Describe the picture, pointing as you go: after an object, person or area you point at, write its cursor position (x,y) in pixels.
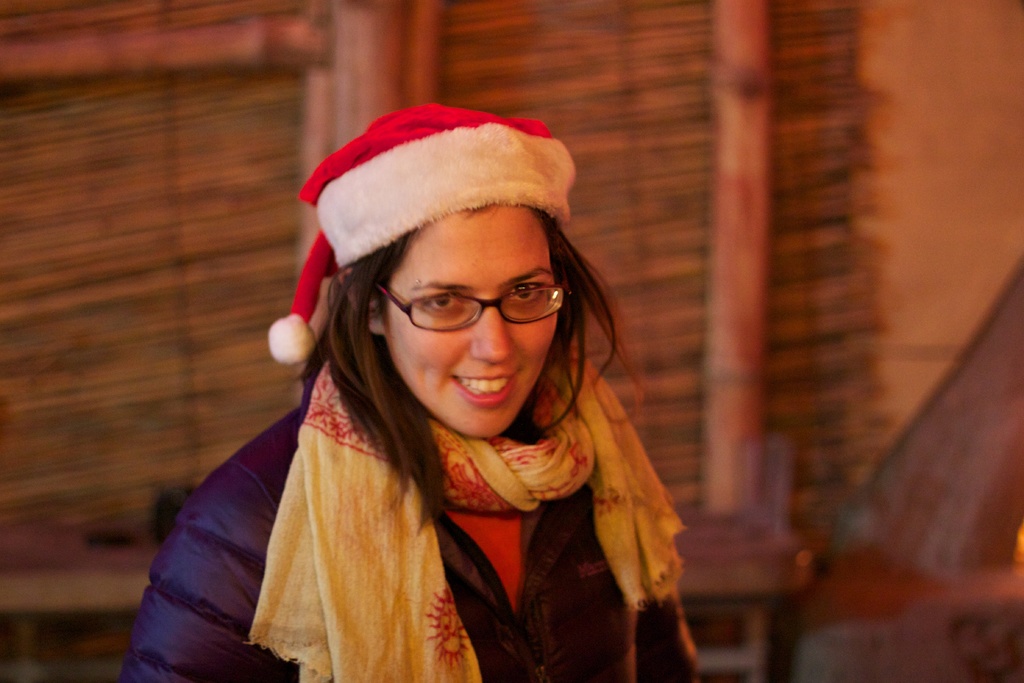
In this image in front (442,345) there is a person (354,462) wearing a smile on her face (445,297). Behind her there is a wooden table (701,599). On top of it there is a glass (767,502). In the background of the image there are two wooden poles (748,132). There is a wall (920,203).
